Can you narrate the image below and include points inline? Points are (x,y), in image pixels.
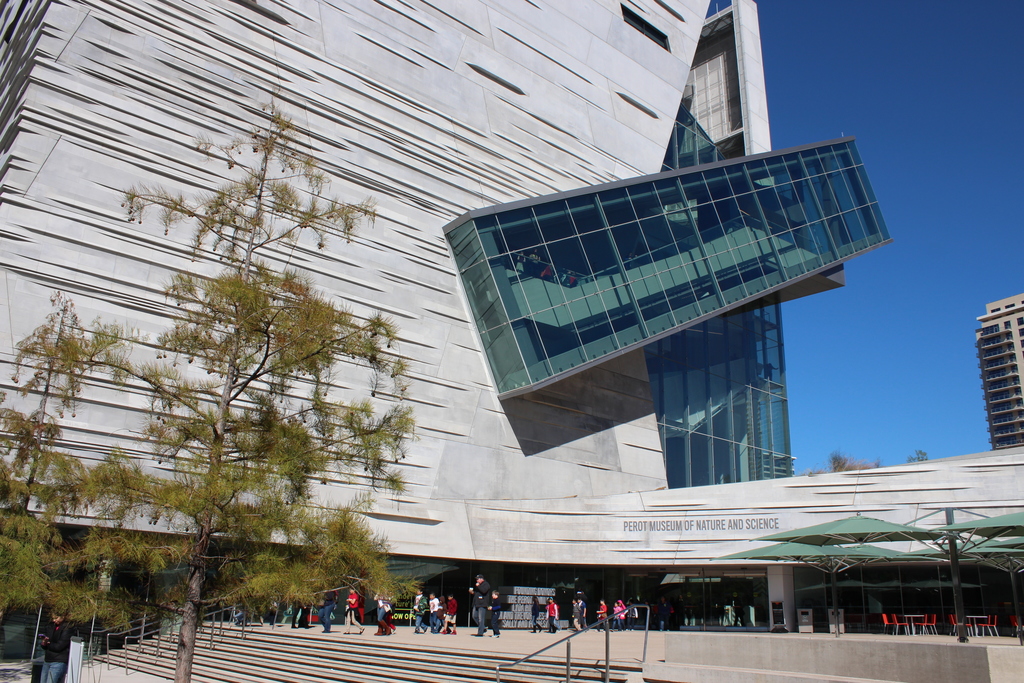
In this image there are buildings (592,483), in front of the buildings (409,610) there is a path (586,632), on that path (572,631) there are people (629,621) walking and there are trees (264,588), in the top right (1011,42) there is the sky (923,441).
